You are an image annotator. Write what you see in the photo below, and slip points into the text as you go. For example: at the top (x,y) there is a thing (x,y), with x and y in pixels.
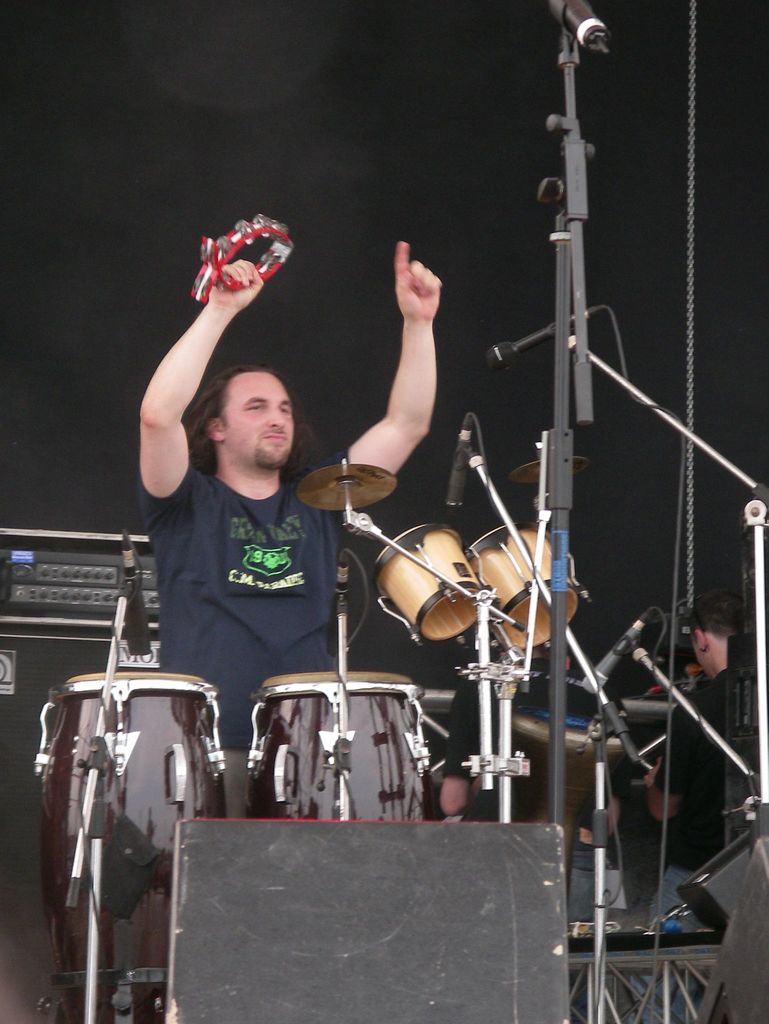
This image consists of some musical instruments (383,577). He is playing that musical instruments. There is a mic (588,688) in the middle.
